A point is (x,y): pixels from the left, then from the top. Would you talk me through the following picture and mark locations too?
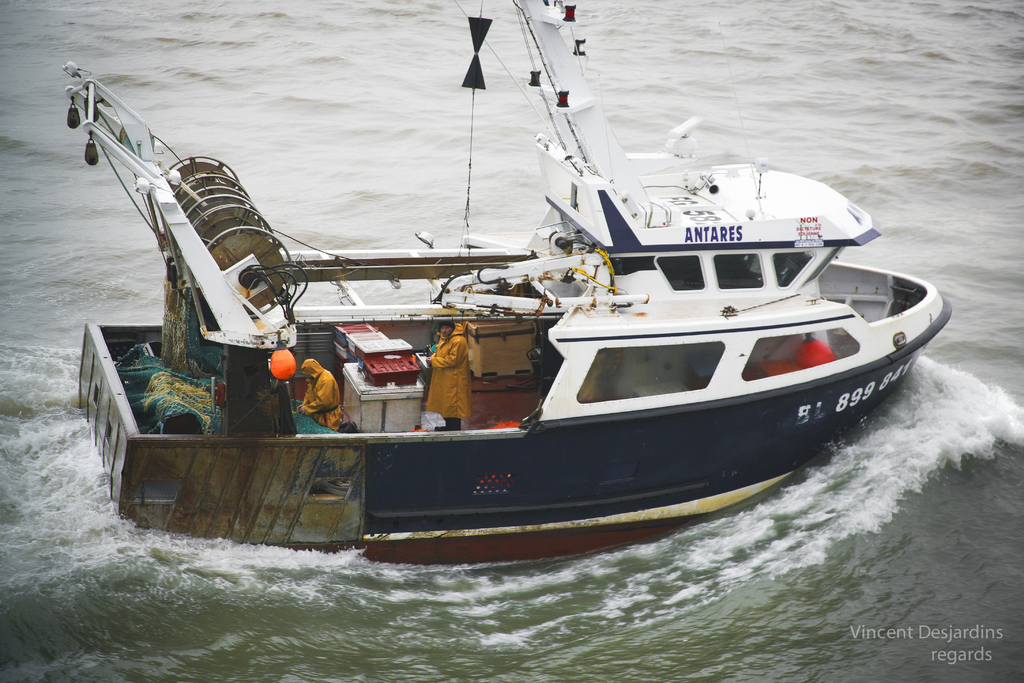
In this image I can see boat (599,304) in the water (978,541). The boat (574,360) is in white color, I can also see few persons (449,322) inside the boat (562,419).
